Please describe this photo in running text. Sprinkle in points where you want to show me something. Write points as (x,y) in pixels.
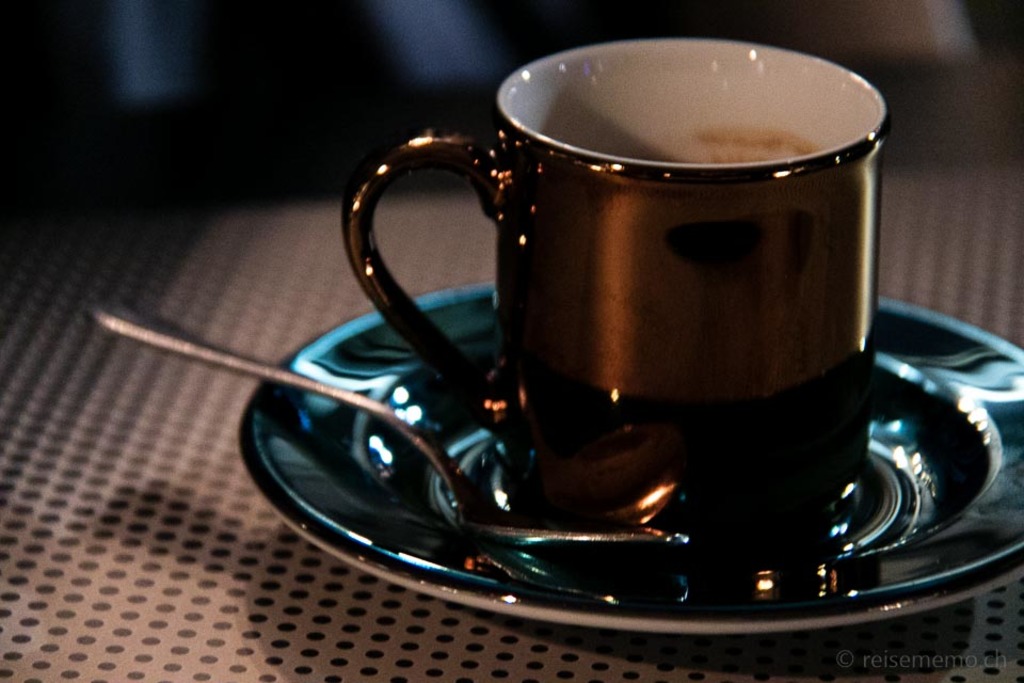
To the right bottom corner of the image (908,607) there is a cup (726,173) with saucer (391,372) and a spoon (602,539). And the cup (643,234) is in brown color.
